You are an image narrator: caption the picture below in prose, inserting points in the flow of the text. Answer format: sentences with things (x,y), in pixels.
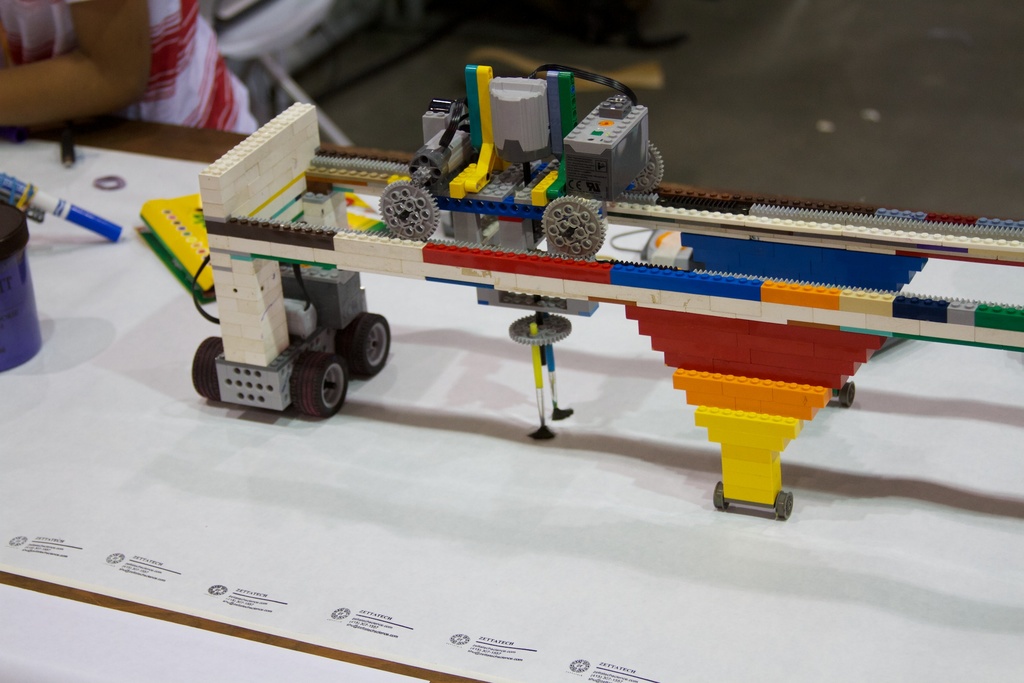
This image consists of a miniature (246,212). Two vehicles (248,275) are made with the miniature blocks (254,276). On the left (61,73), we can see a person (120,8) standing. At the bottom (370,648), there is a table (235,496). In the background (845,184), we can see a floor (701,37).
